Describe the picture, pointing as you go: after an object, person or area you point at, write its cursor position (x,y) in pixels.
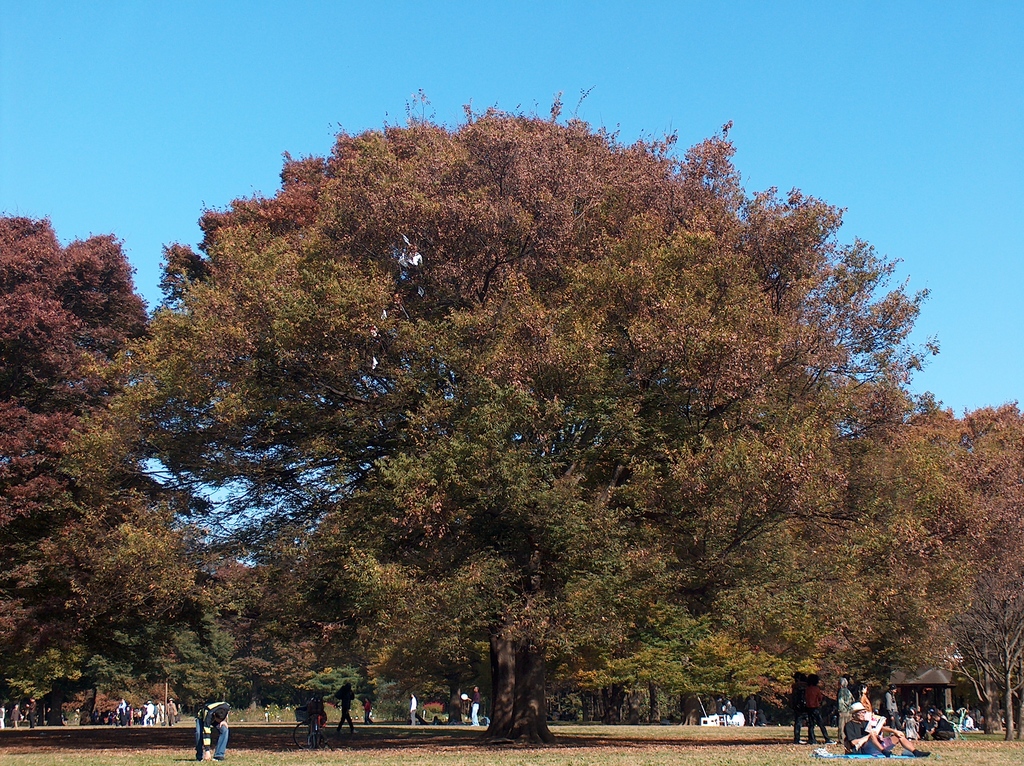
As we can see in the image there are trees (287,460), few people (309,708) and at the top (123,119) there is sky (501,57).
